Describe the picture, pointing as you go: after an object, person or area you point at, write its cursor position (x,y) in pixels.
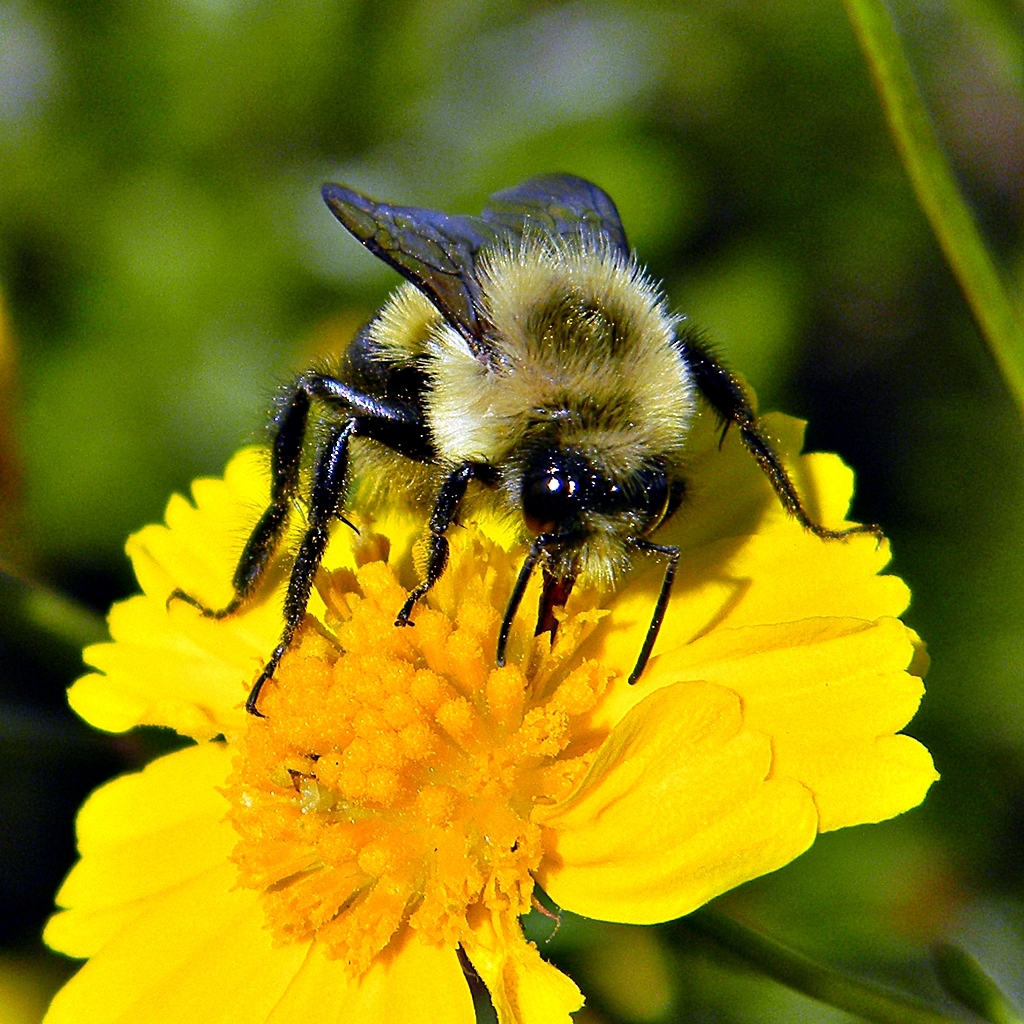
In this image I can see the insect (460,490) on the yellow color flower (811,604). Background (571,10) is in green color.
